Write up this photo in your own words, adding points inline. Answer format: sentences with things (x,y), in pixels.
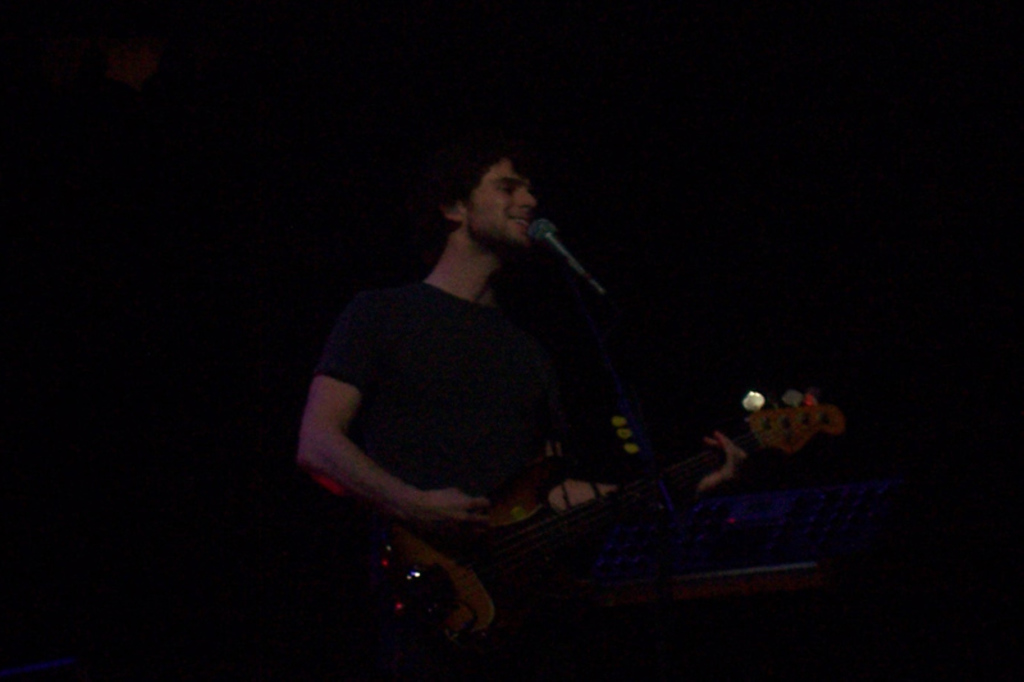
In this image there is a man (441,639) playing a guitar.
